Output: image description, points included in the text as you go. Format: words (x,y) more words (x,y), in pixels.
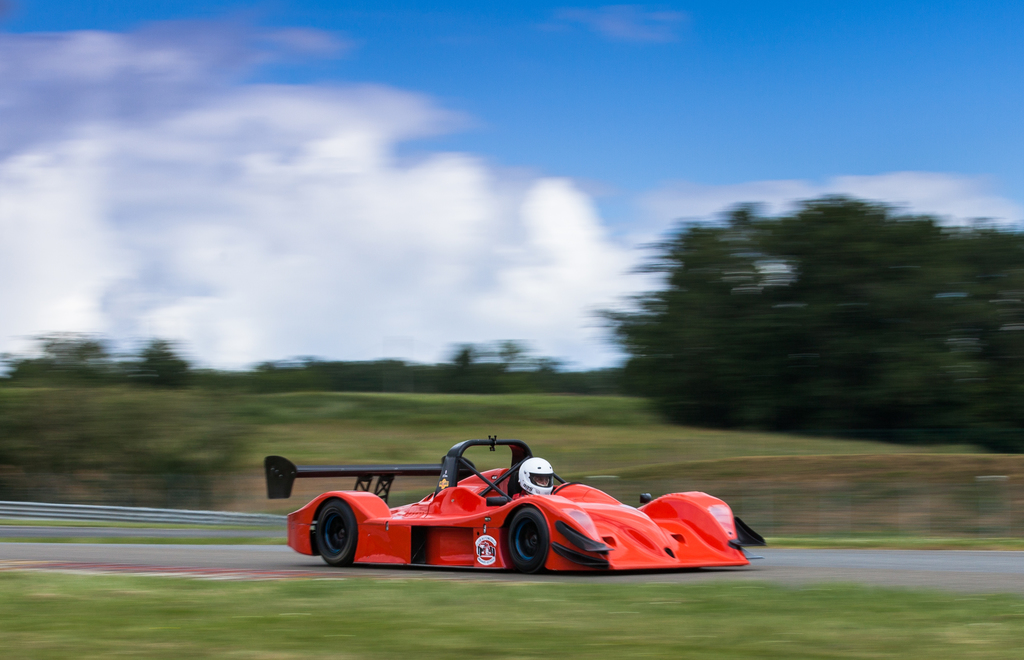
In this image I can see an orange color vehicle (445,523) and in it I can see a person (538,487) is sitting. I can also see this person (546,477) is wearing white helmet (535,492). I can see grass (221,600), trees (659,412), clouds (295,302), the sky (554,137) and I can see this image is little bit blurry from background (942,421).
